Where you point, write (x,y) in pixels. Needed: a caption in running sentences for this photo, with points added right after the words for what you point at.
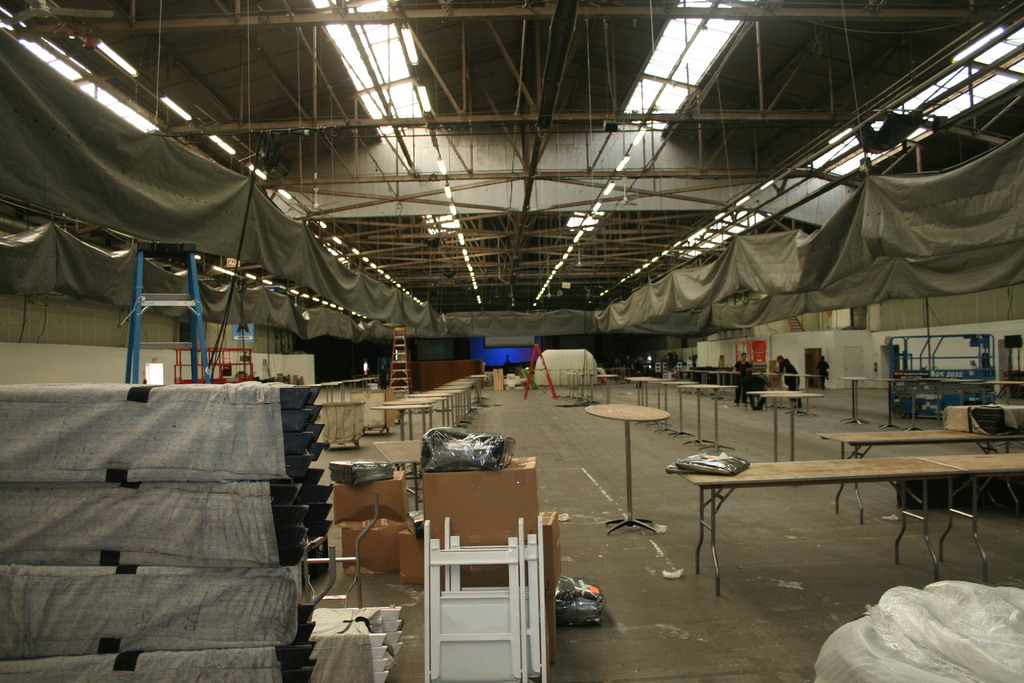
In this picture we can see tables (629,457), ladders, boxes (482,473), lights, rods (589,166) and some objects (168,399) and some people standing on the floor (694,405).
